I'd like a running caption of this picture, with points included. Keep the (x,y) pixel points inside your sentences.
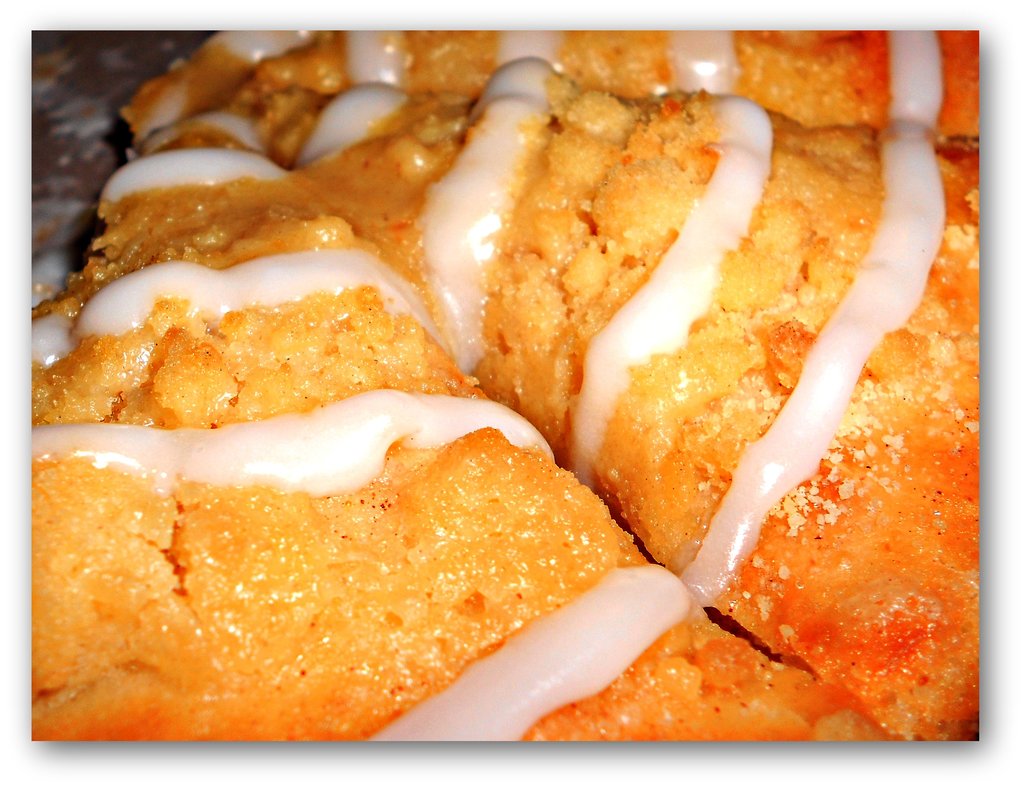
In this image we can see some food (458,412) on the surface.
